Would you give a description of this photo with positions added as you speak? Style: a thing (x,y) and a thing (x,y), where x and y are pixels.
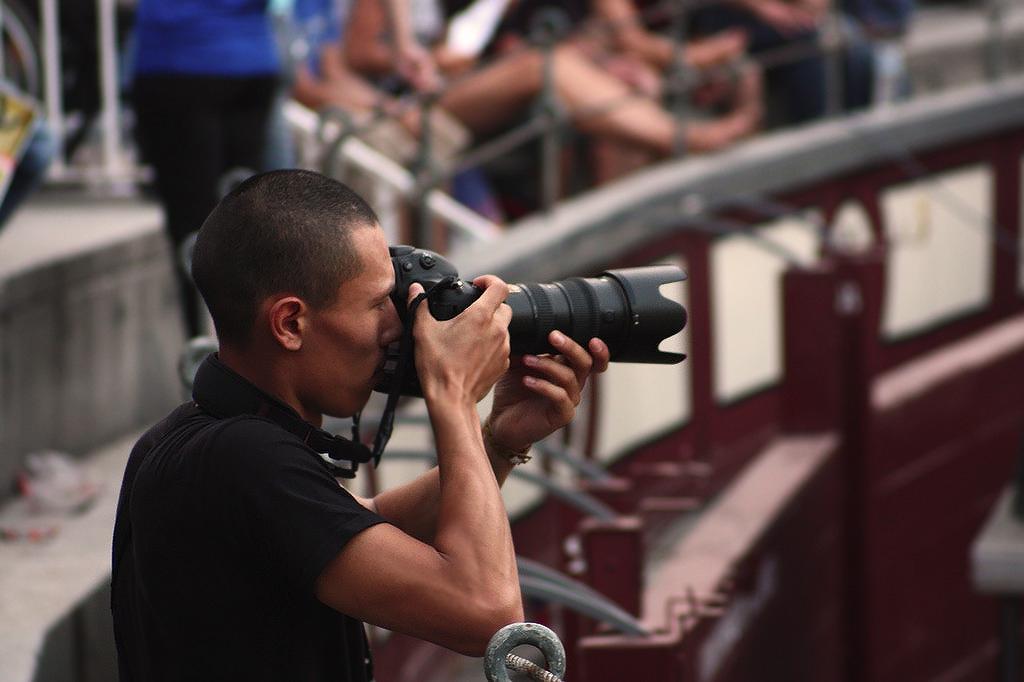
As we can see in the image there are few people (299,282). The man (340,276) standing in the front (342,560) is wearing black color t shirt (253,567) and holding a camera (533,308).
